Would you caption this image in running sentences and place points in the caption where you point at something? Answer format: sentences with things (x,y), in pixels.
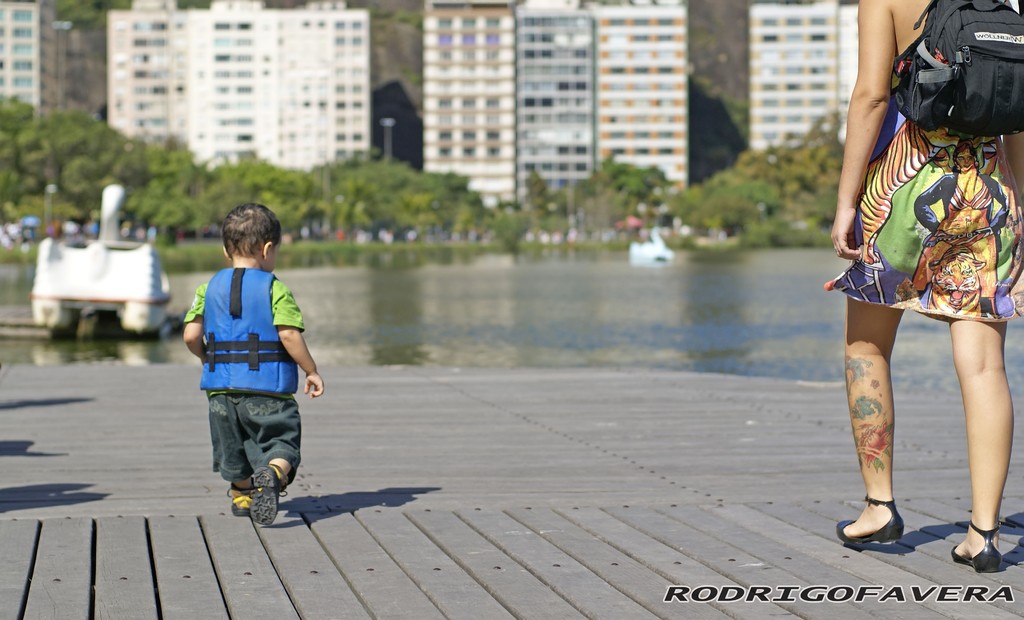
In this picture there is a boy (237,473) who is walking. There is a woman (983,247) who is wearing a bag (952,101). There is a water (475,284). There are some plants (451,197) at the background (460,148) and a building (310,108).
